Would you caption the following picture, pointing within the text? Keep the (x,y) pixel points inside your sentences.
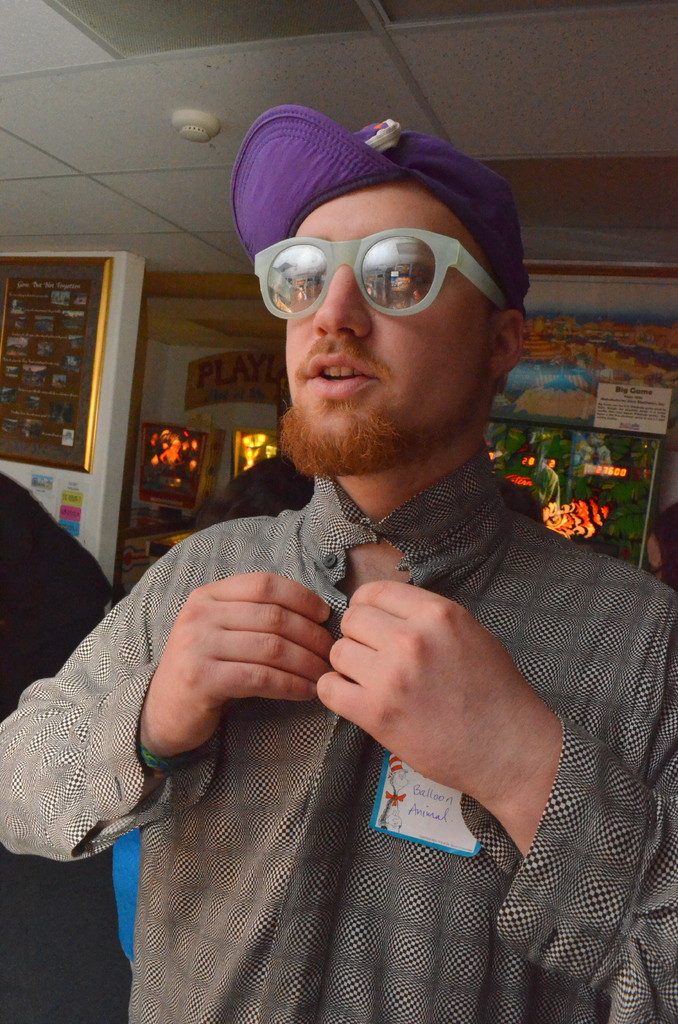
In this picture there is a boy (354,814) wearing black and white color shirt (401,864) with purple cap (368,154). Behind there is a decorative lights (624,501) and golden photo frame (76,455) on the wall (60,470).
